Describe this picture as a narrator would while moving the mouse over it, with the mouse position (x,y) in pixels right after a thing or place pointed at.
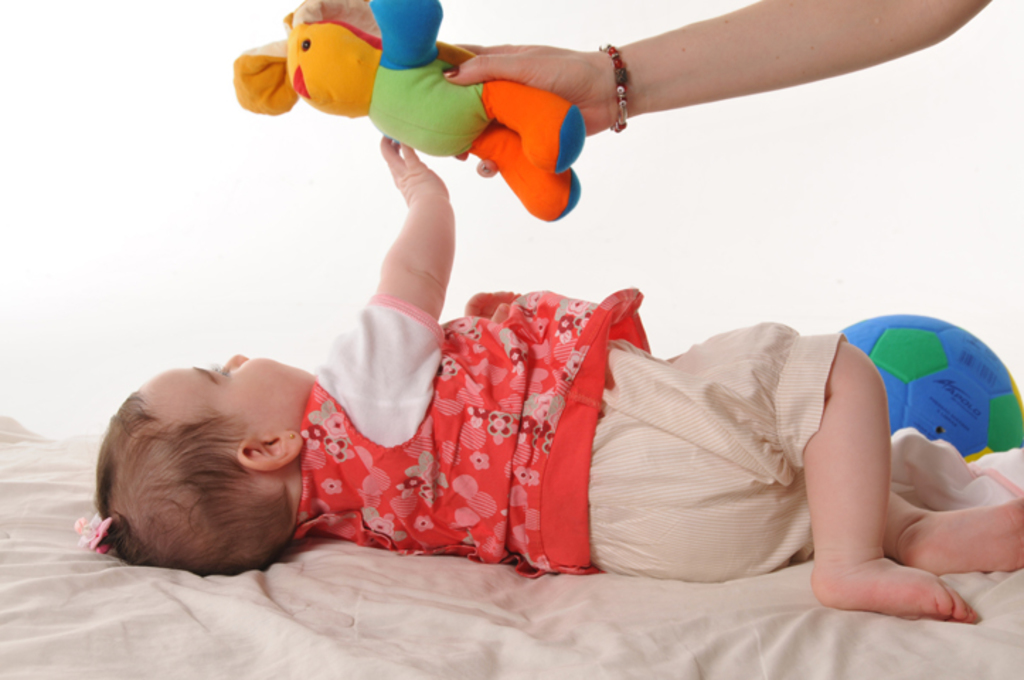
In this image I can see a baby (410,235), who is wearing a red colored t-shirt (504,381) and cream colored shorts (789,400) and lying on the bed (14,679). I can see that there is a ball (966,400) near the baby (801,367). I can also see that there is a hand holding the soft toy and showing it to the baby (179,387).
